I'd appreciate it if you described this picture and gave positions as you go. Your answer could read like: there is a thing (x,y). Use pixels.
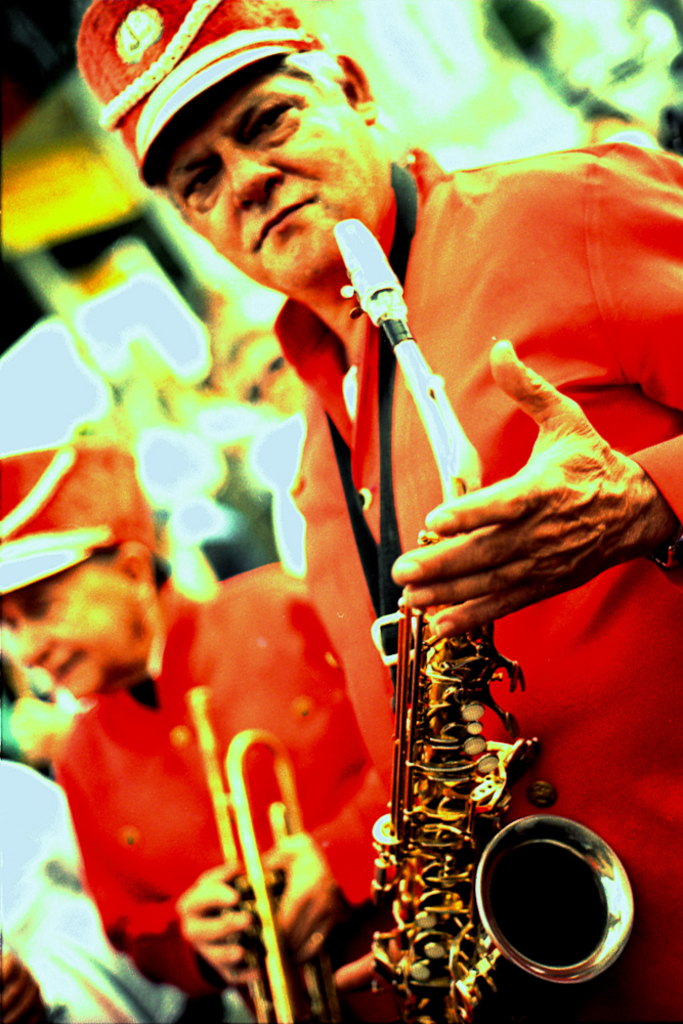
In this picture we can see a man (471,608) in the red dress (490,480) is holding a saxophone (453,732) and behind the man (350,652) there is another man (173,850) holding a trumpet (250,833). Behind the people (222,631) there is a blurred background (80,257).
